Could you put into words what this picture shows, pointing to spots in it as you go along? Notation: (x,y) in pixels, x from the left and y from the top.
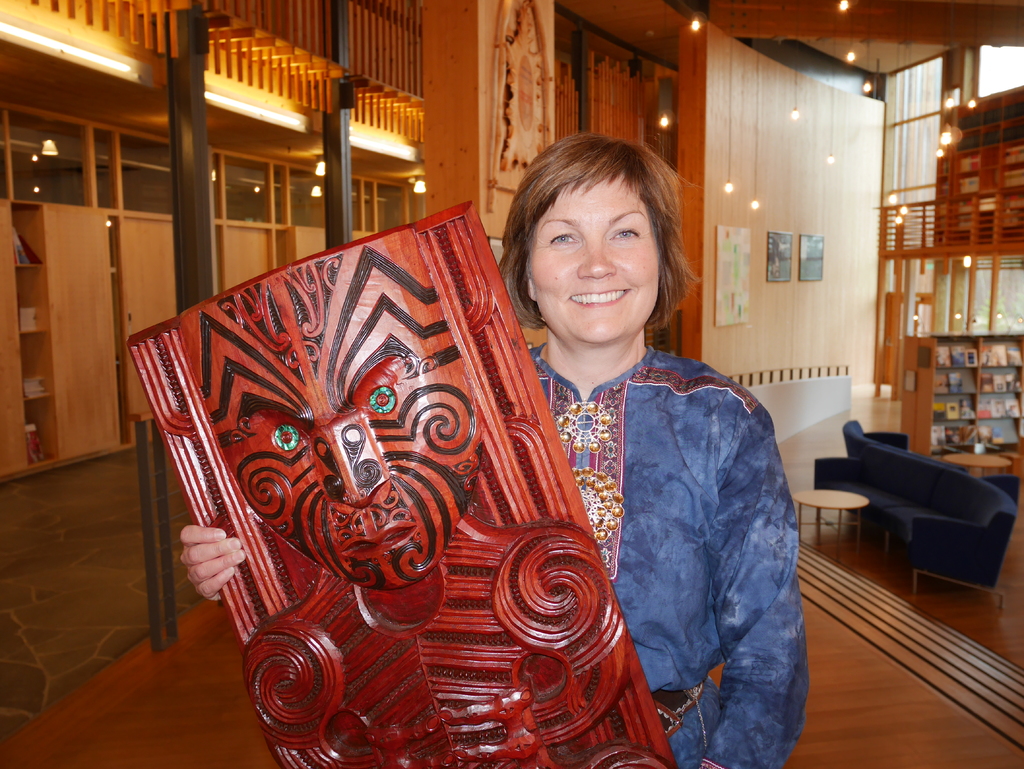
a person (628,524) is standing holding a wooden object (416,491) in her hand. behind her there is a blue sofa (903,497) at the right (924,510) and bookshelves (958,373). there are lights (904,210) hanging on the top (697,26).
